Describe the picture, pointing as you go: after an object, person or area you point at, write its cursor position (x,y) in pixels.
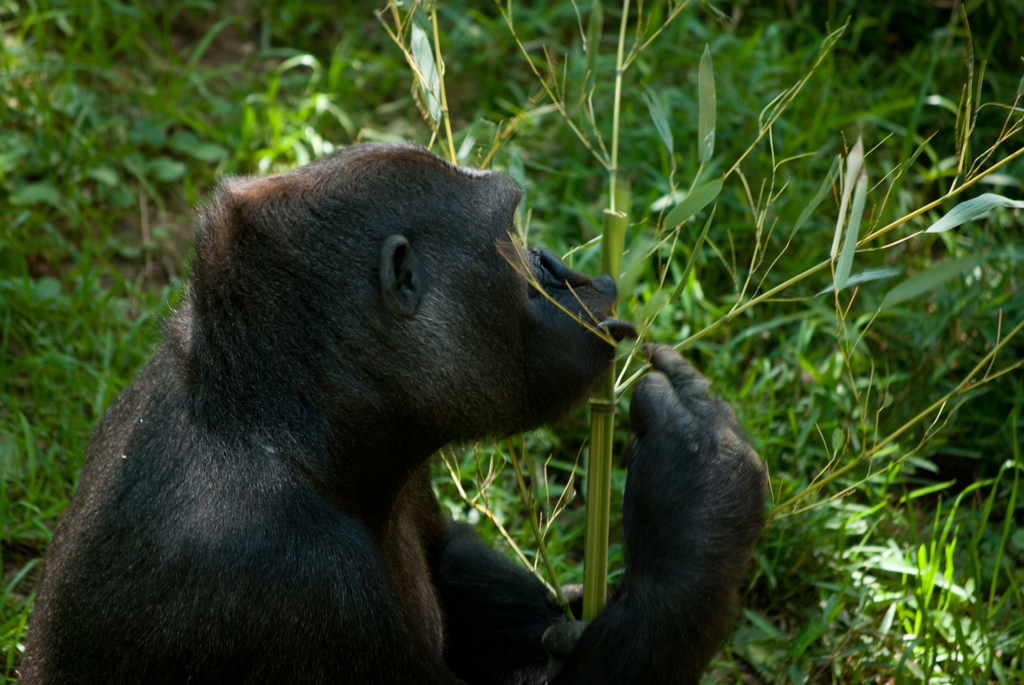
In the background (204,5) we can see the greenery (607,143). In this picture we can see an animal (727,604) is holding a stem (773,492). We can see green leaves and stems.
